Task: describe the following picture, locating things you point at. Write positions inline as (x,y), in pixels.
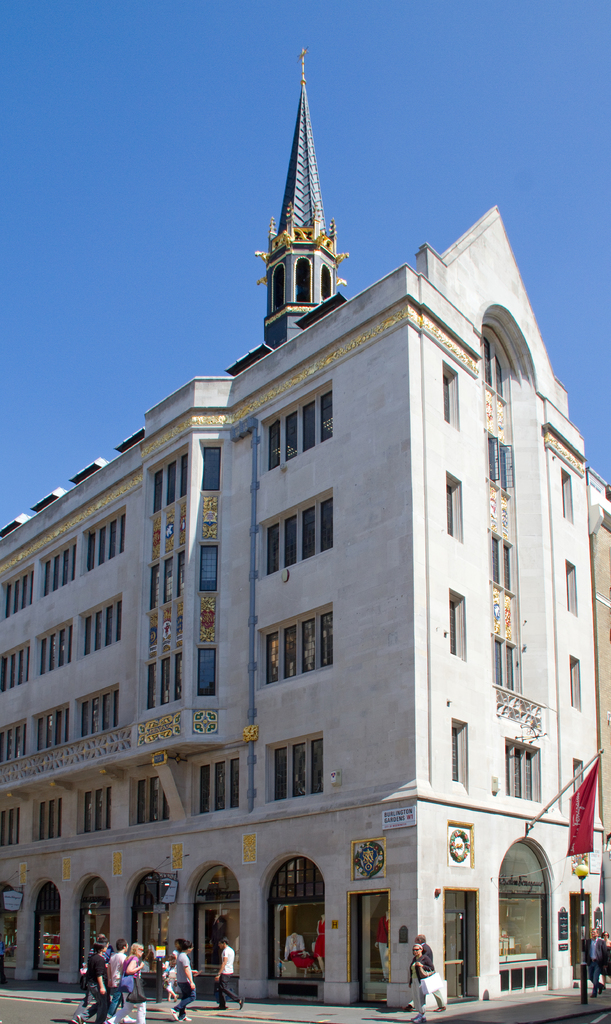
In this image there is a building (373,987), in front of the building (445,770) there is a footpath (344,1005), on footpath (561,1009) people (88,1015) are walking, in the background (339,103) there is a blue sky (405,82).
